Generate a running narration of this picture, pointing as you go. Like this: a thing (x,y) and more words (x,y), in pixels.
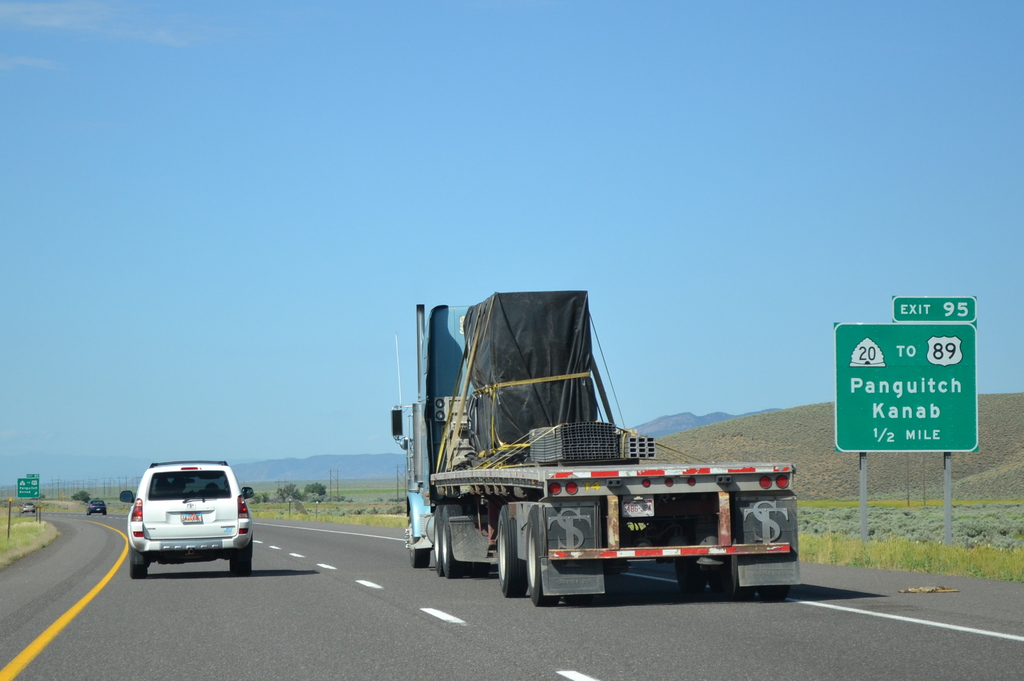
In this image we can see vehicles (463,534) on the road (365,577). Here we can see grass (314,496), boards (952,445), poles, plants (878,535), trees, and mountains (356,468). In the background (644,267) there is sky (422,163).
